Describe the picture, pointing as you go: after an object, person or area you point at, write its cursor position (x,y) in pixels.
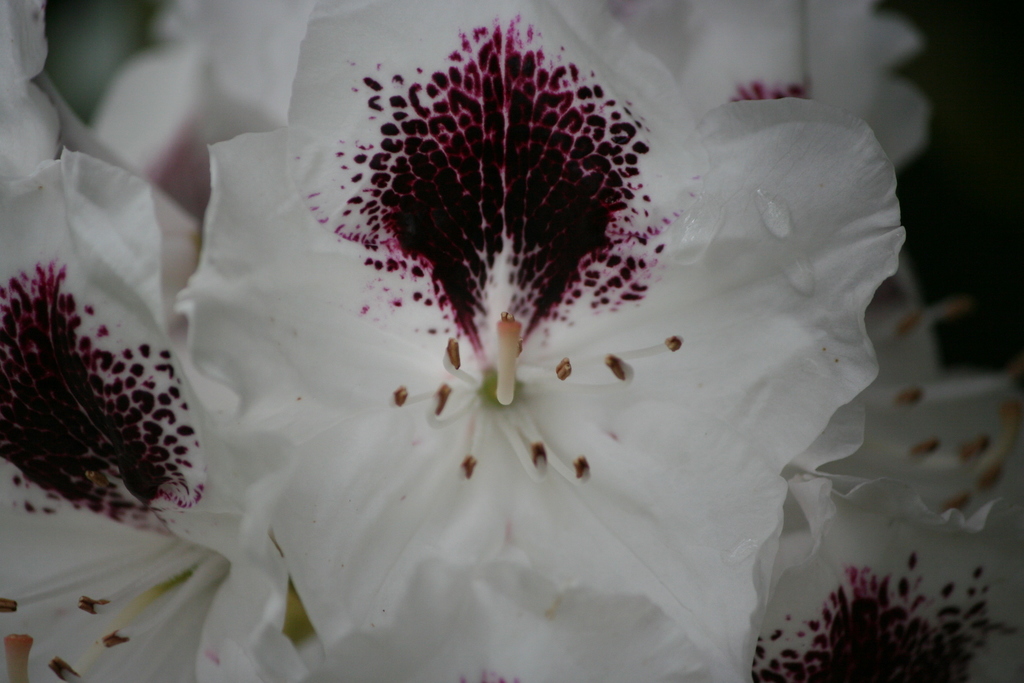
In this picture I can see white color flowers (698,473).
